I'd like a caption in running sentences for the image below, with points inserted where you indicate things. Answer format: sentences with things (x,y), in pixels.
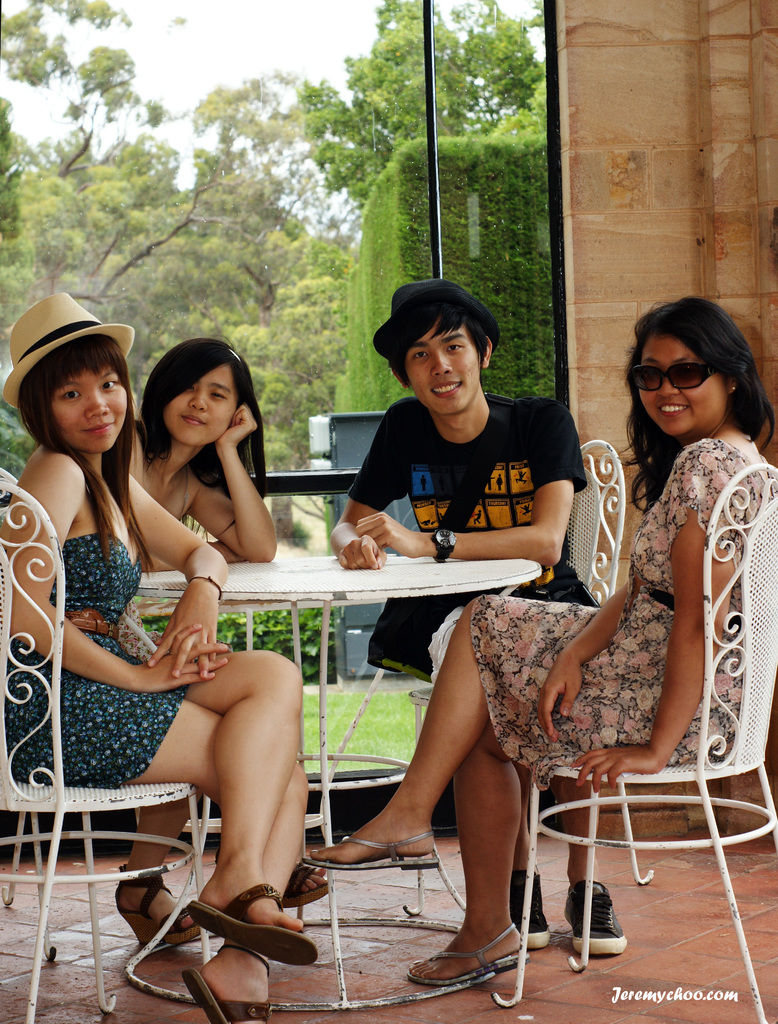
In this image I see 3 women (236,655) and a man (398,341) who are sitting on chairs (101,1003) and I also see that all of them are smiling and there is a table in front of them. In the background (364,638) I see the wall (597,25), a glass (525,59) through which I see the trees (47,172).
